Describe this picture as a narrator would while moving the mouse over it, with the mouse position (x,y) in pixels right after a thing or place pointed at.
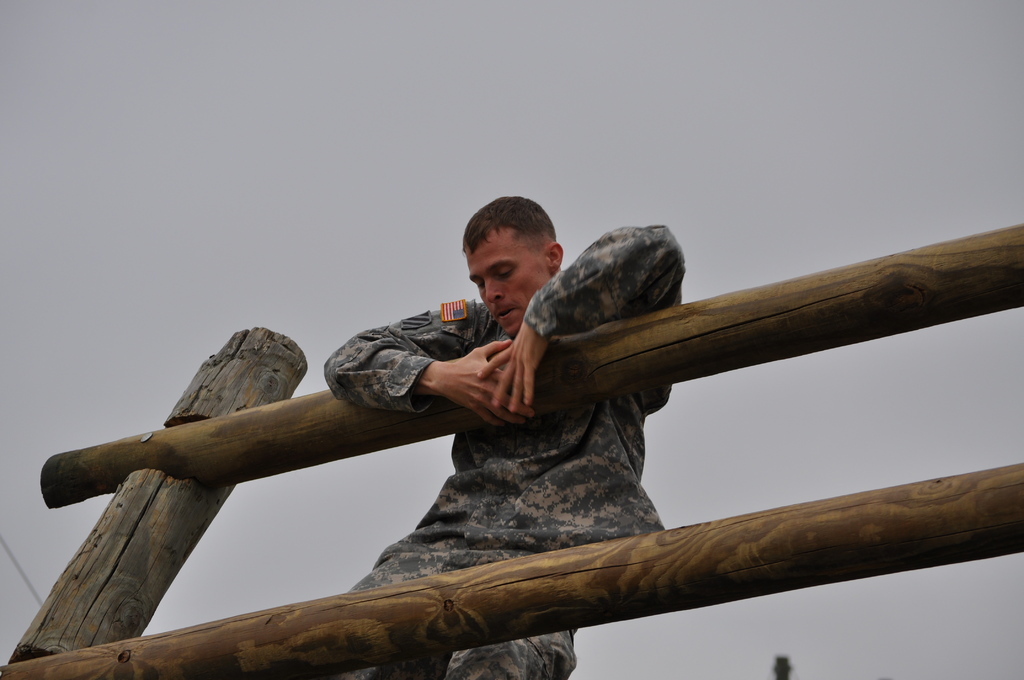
In this image we can see wooden railing (587,576). Near to that there is a person (453,501) standing. In the background (485,147) there is sky (805,415).
